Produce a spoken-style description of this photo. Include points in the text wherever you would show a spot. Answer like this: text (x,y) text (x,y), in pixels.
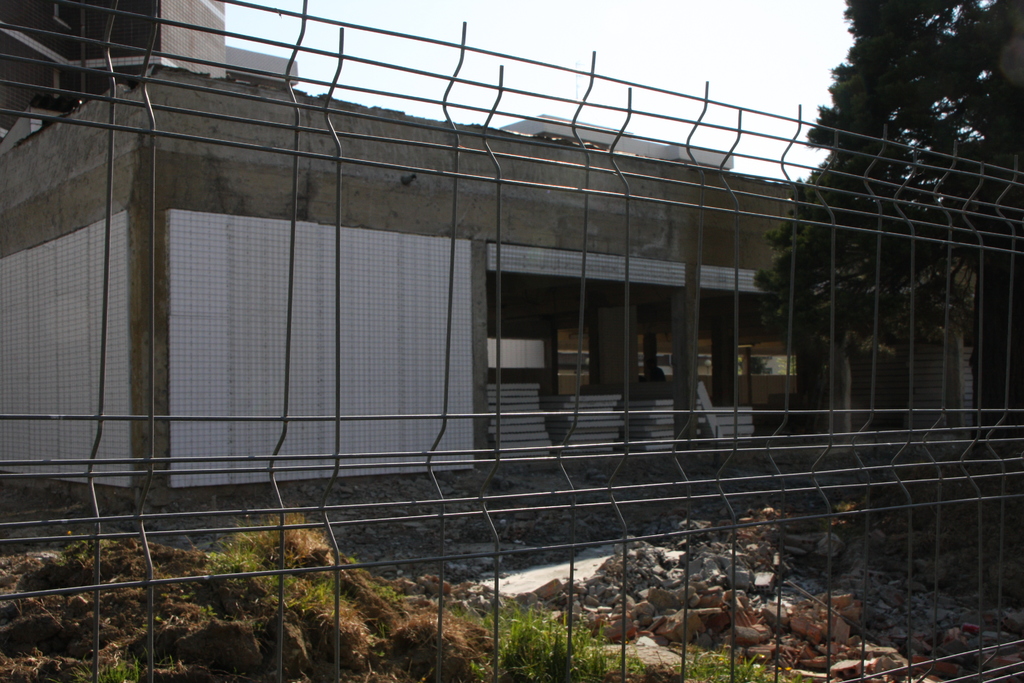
In the center of the image (652,414) there is a fencing (714,188). There are stones (745,563) at the bottom of the image (774,599). There is a house (544,153). At the background of the image (831,199) there is tree (881,5).
